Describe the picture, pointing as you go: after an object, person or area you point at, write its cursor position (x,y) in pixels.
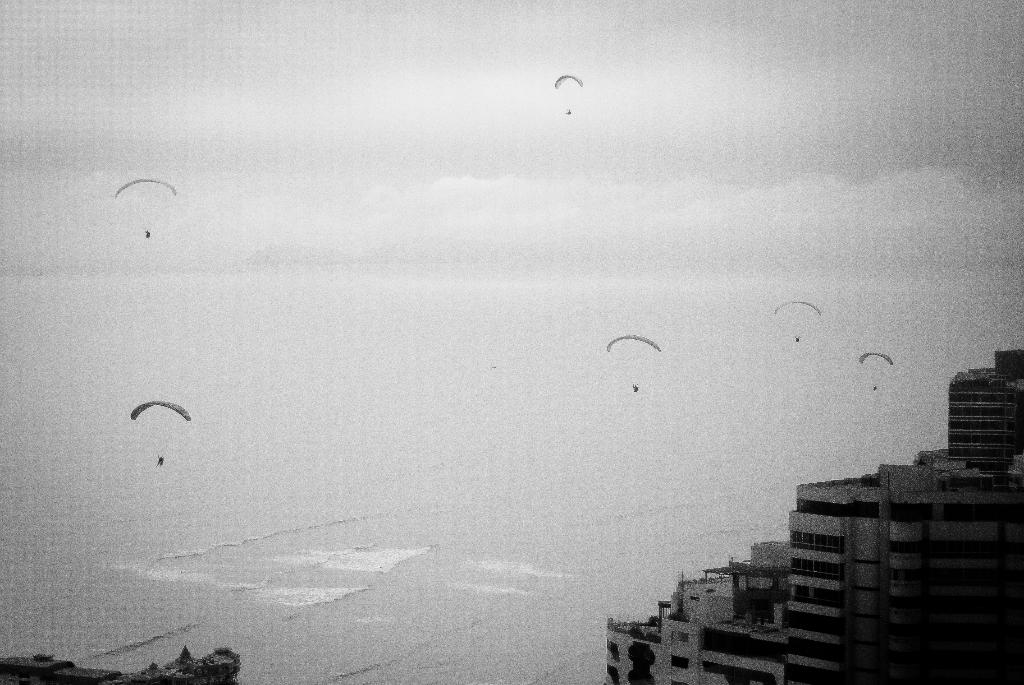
This is a black and white image and here we can see buildings (823,508) and at the top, there are parachutes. At the bottom (371,628), there is water (435,571).
